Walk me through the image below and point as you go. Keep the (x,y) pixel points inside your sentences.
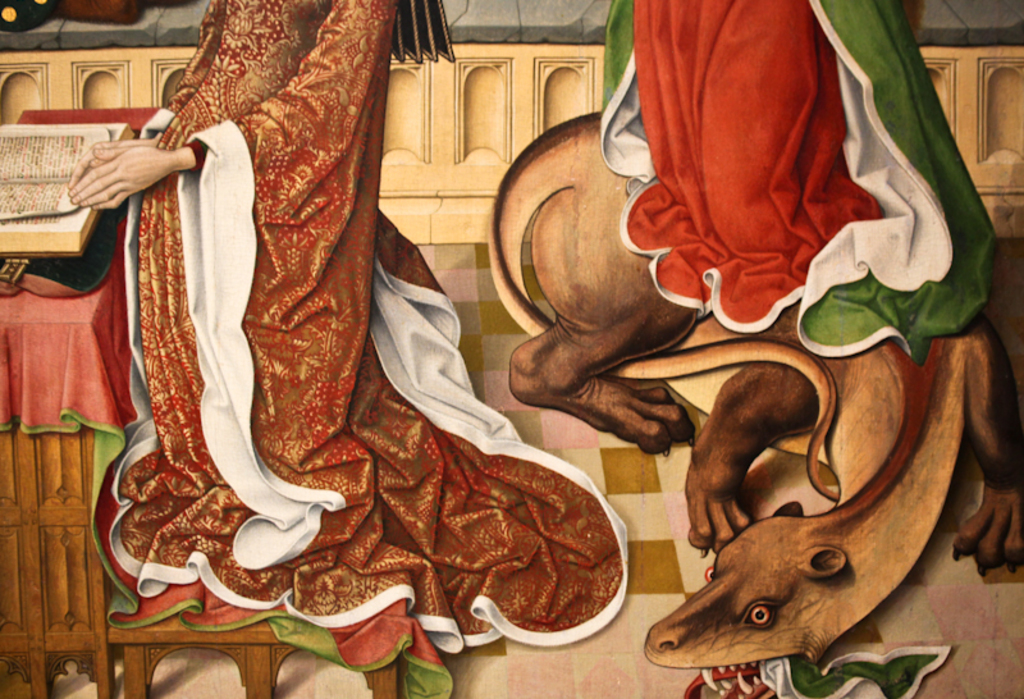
This is a painting in this image there are two persons (306,402) one is kneeling and in front of her there is one table (41,351). On the table (52,550) there is one book (54,189) and on the right side (793,512) there is an animal (703,497) and robe (814,194), in the background (16,81) there is a wall (975,103). At the bottom (642,474) there is a floor (666,669).
